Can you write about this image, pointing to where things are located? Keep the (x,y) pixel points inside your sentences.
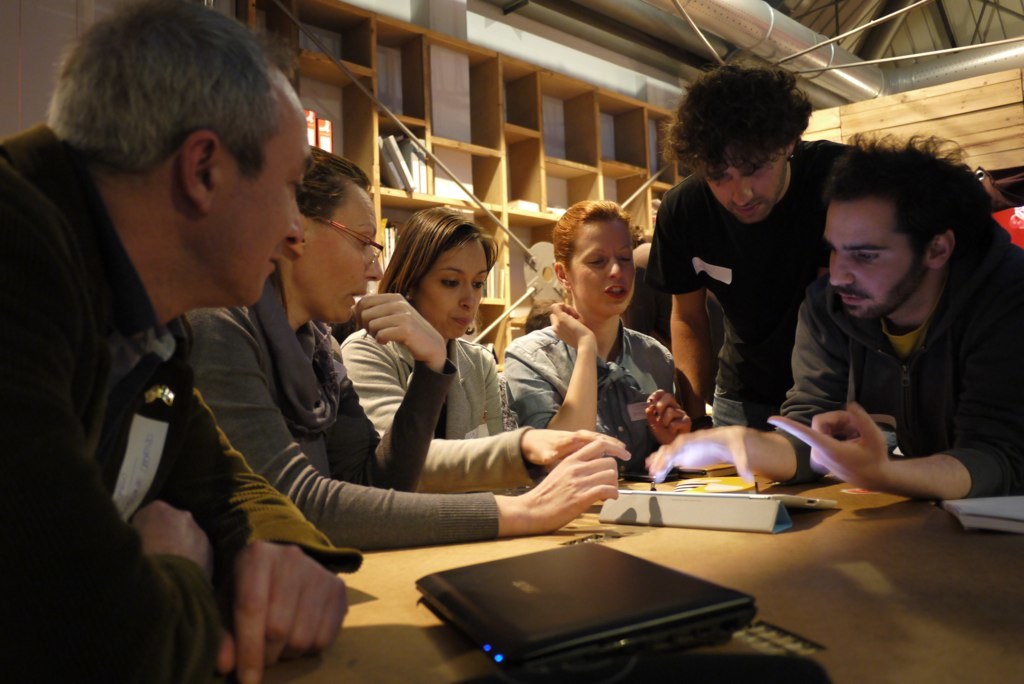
This image consists of many people (491,433) sitting around the table (380,655). There are gadgets (698,578) kept on the table (765,547). In the background (452,78), we can see the racks (410,93). At the top (817,38), there is a roof (905,61) along with the pipes (754,20). On the left (23,71), there is a wall (29,50). At the bottom (740,571), there is a table (397,668).
